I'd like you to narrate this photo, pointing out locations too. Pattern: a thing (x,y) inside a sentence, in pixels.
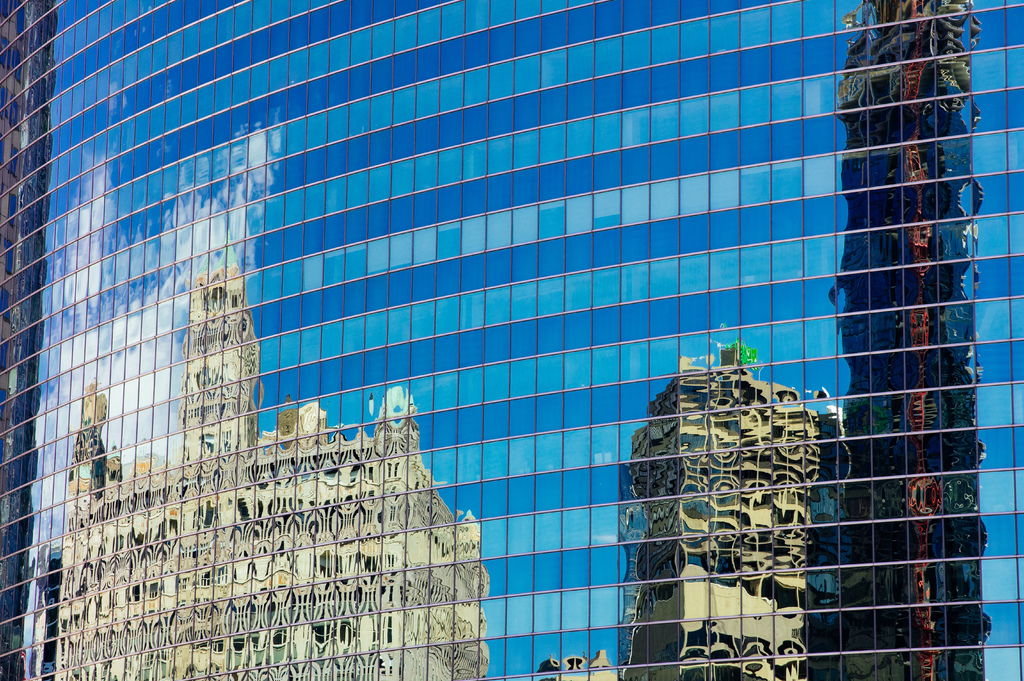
On these glass windows (406,654) there is a reflection (747,482) of buildings (263,490) and sky (461,321). These are clouds (142,357).
